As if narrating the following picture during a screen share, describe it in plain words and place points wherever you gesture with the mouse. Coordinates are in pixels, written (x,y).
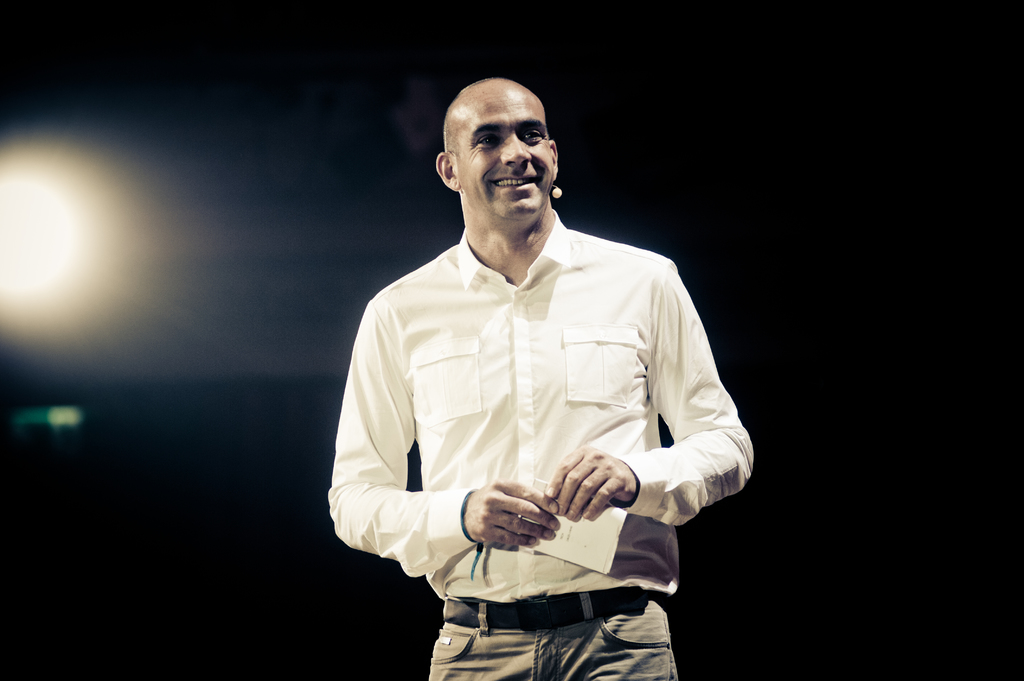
In this image I can see the person (371,337) standing and holding some object (583,536). The person (570,452) is wearing white and brown color dress (628,644) and I can see the light (24,195) and I can also see the dark background (193,527).
